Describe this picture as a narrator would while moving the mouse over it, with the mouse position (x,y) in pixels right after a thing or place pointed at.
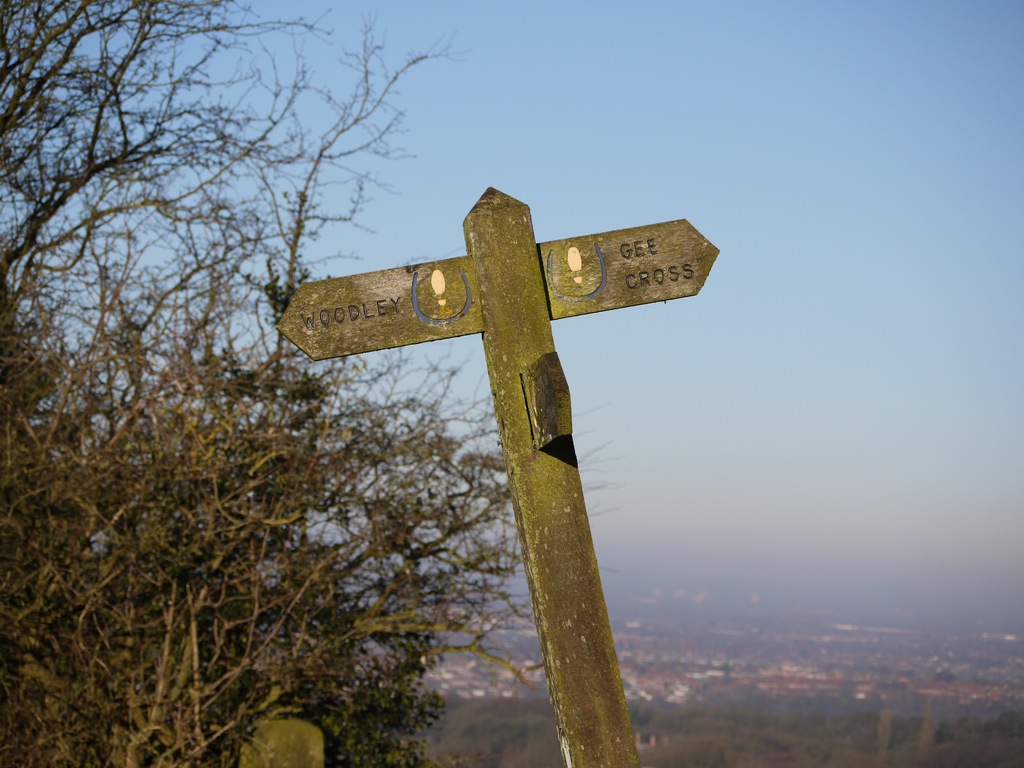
This picture is clicked outside. In the center (489,292) there is an object (511,257) on which we can see the text (632,265). On the left (106,323) we can see the trees (230,509) and the dry stems (270,481). In the background (936,271) we can see the sky (818,427) and many other objects (889,693) which seems to be the buildings (835,675) and there are some objects (706,726) in the background (679,685).
